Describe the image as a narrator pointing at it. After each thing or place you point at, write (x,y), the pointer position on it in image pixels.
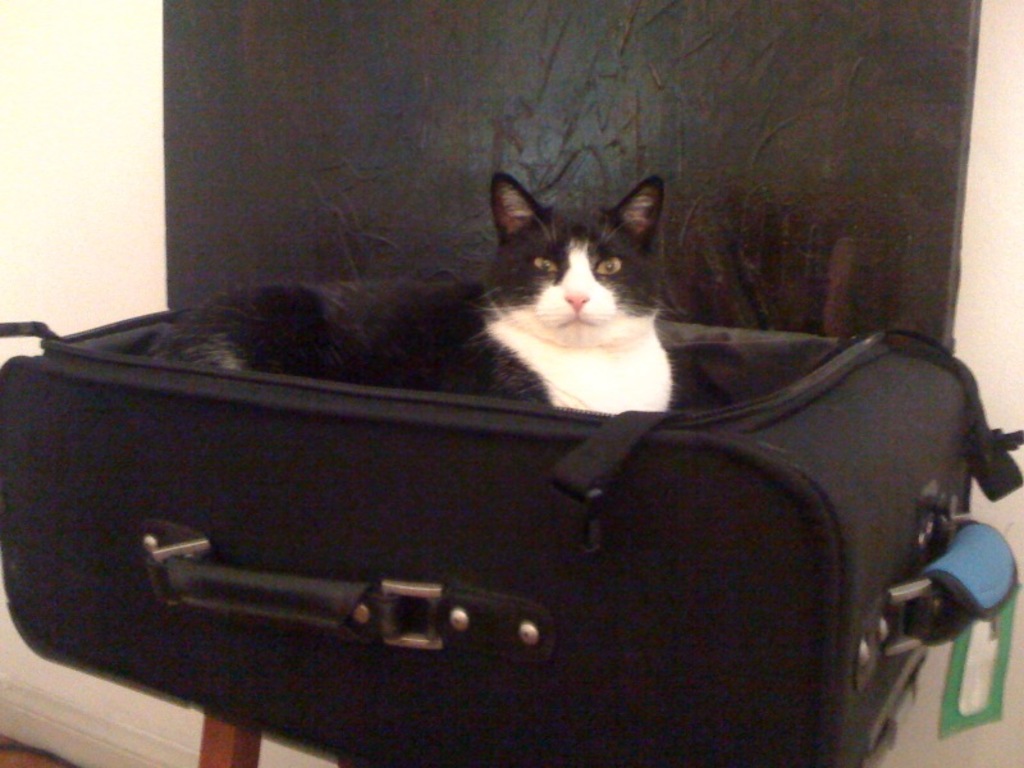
There is a cat (454,319) in the luggage trolley (453,495) placed on a table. In the background (49,192) there is a wall (83,152).
